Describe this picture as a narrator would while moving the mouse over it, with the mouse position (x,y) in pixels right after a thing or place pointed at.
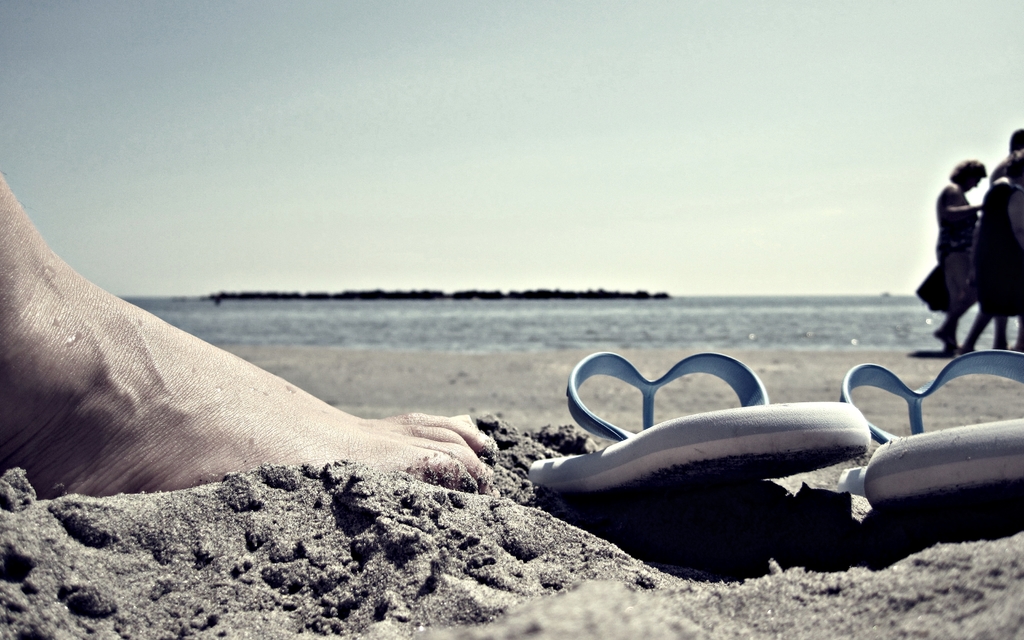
In this image there is the sky (613,151), there is sea (940,319), there are persons (978,297) standing on the sea shore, there is a person leg (235,435) truncated towards the left of the image (170,398), there are footwear (740,432) on the sand (736,567).
